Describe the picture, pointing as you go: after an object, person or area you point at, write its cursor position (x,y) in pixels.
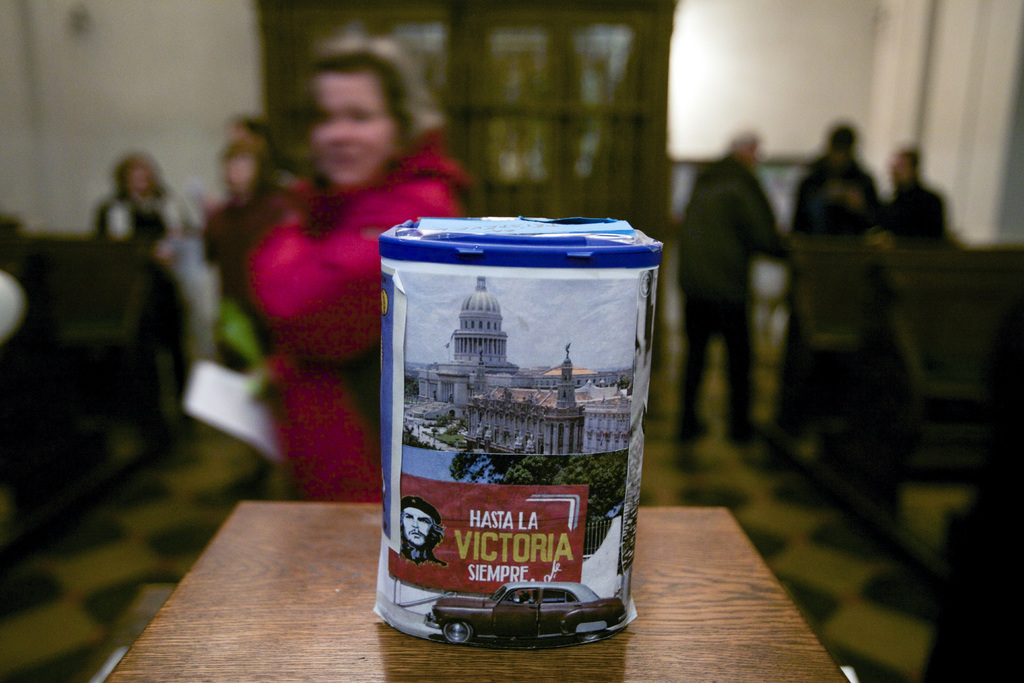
In this picture there is a small box (500,564) placed on the wooden table (284,646). Behind there is a woman (378,119) wearing pink jacket (301,307) standing and looking in to camera. In the Background (28,75) there is a white wall (68,41).
